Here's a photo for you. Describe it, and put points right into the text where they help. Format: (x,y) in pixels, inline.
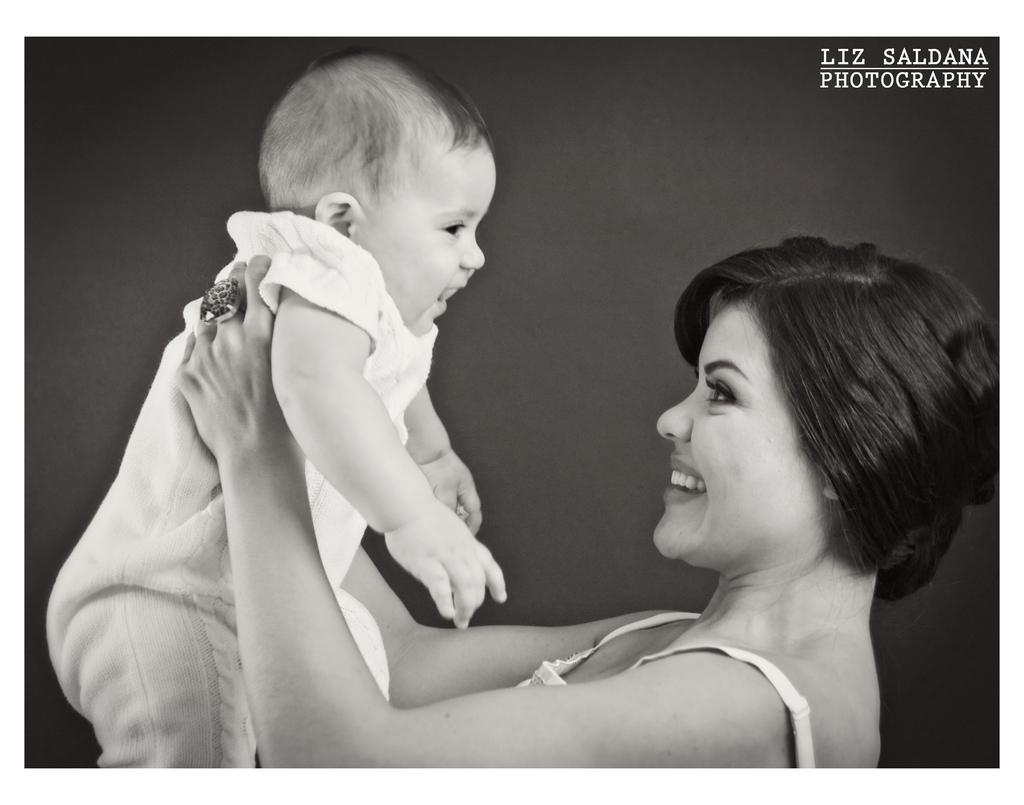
In this picture we can see the mother (650,678) holding the small baby (327,408) in the hand (255,372) and smiling. Behind there is a grey background (597,216).
